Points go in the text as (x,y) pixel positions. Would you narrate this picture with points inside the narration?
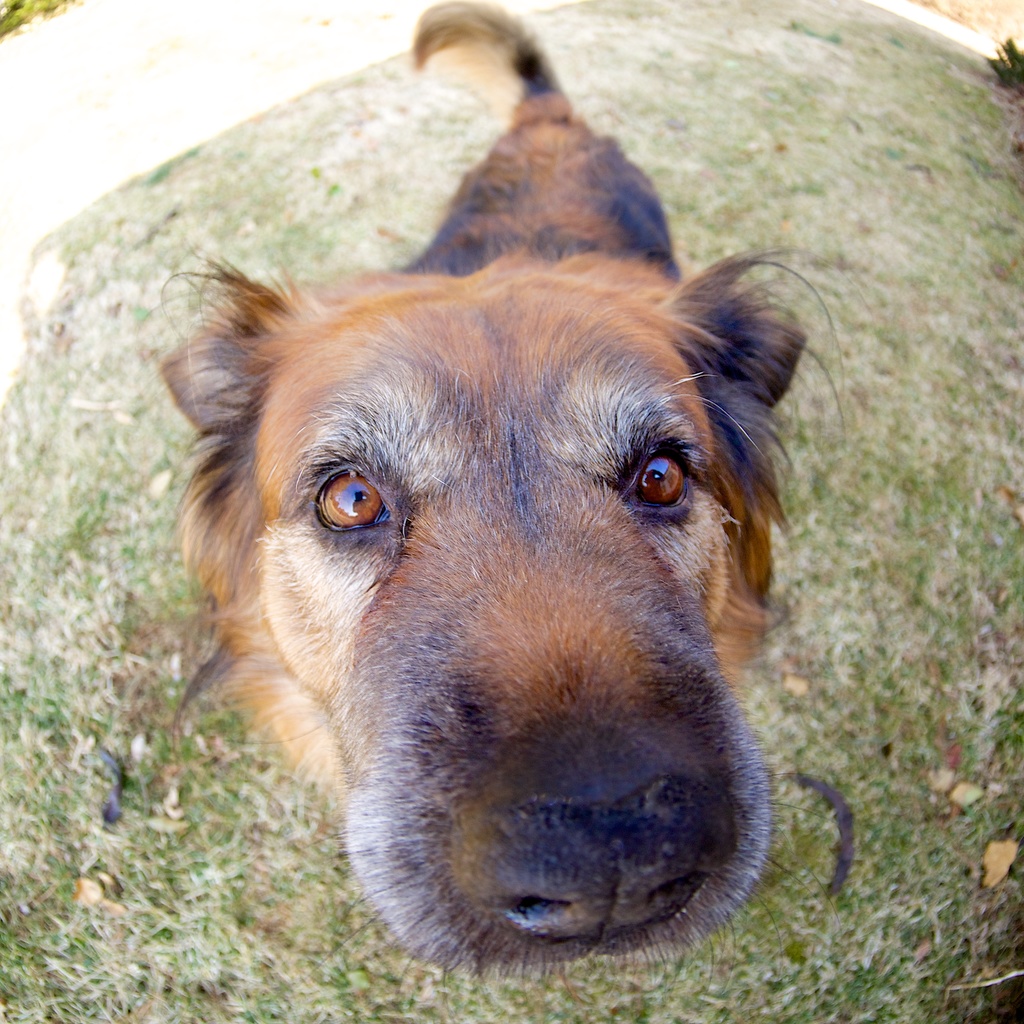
This is an edited picture. I can see a dog (293,455), and in the background (806,76) there is grass (863,480).
